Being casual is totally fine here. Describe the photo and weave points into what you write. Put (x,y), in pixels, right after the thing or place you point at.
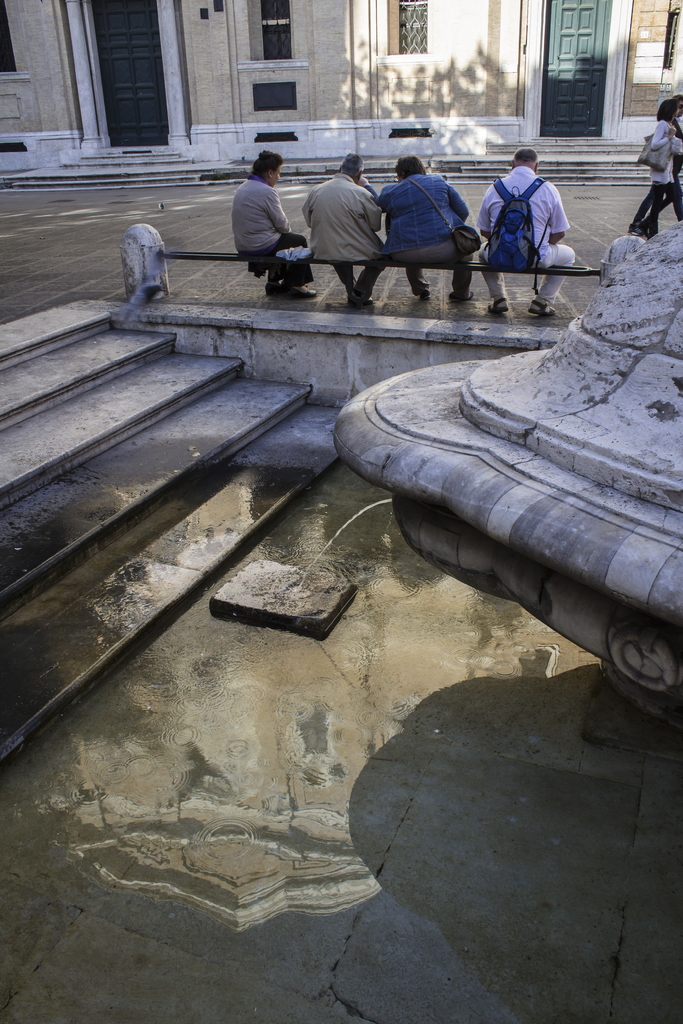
In the foreground of the picture (268,651) there are fountain (383,484), water (349,557), staircase (169,448) and a sculpture (619,340). In the center of the picture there are people (242,230) sitting on a bench (240,262). In the background (473,67) there are buildings (240,56), doors (126,71) and windows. On the right (660,137) there are people (657,139) walking.
